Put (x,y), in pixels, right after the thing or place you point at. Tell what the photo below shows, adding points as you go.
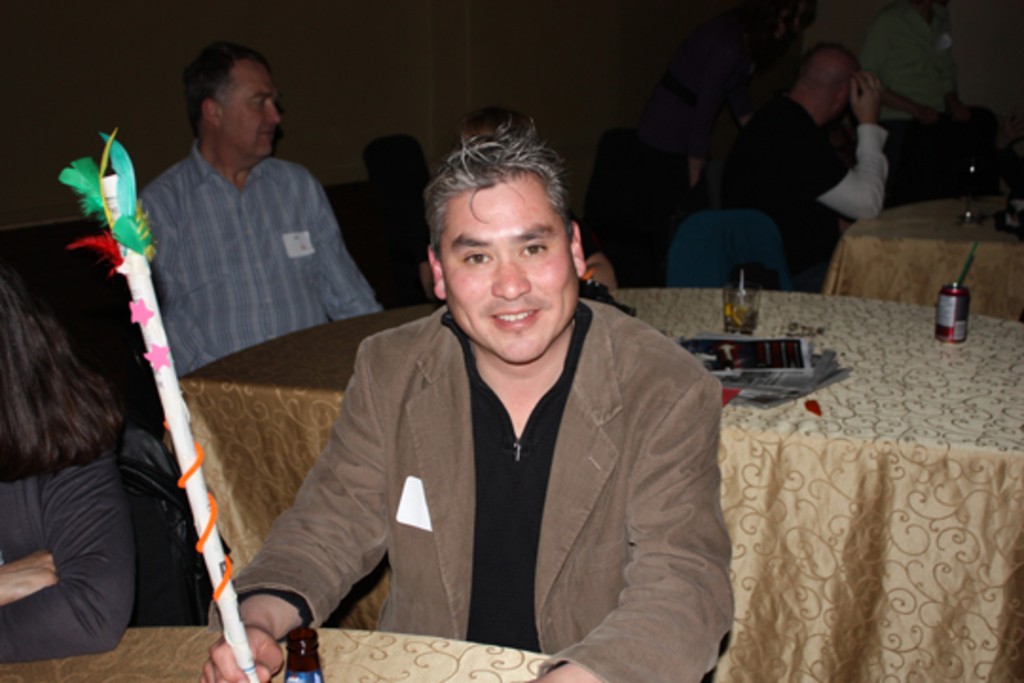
In this image a person (618,539) is sitting. Before him there is a table (335,654) having a bottle (312,656). He is holding a stick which is having few feathers (99,241) attached to it. Beside him there is a person (128,527) sitting on the chair (162,537). Behind him there is a table (781,409) having a glass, coke can (958,292) and few papers (740,382) on it. Few people (220,245) are sitting on the chairs (713,242). Background (84,78) there is a wall (441,56). Right side (713,37) few people (940,58) are standing.
